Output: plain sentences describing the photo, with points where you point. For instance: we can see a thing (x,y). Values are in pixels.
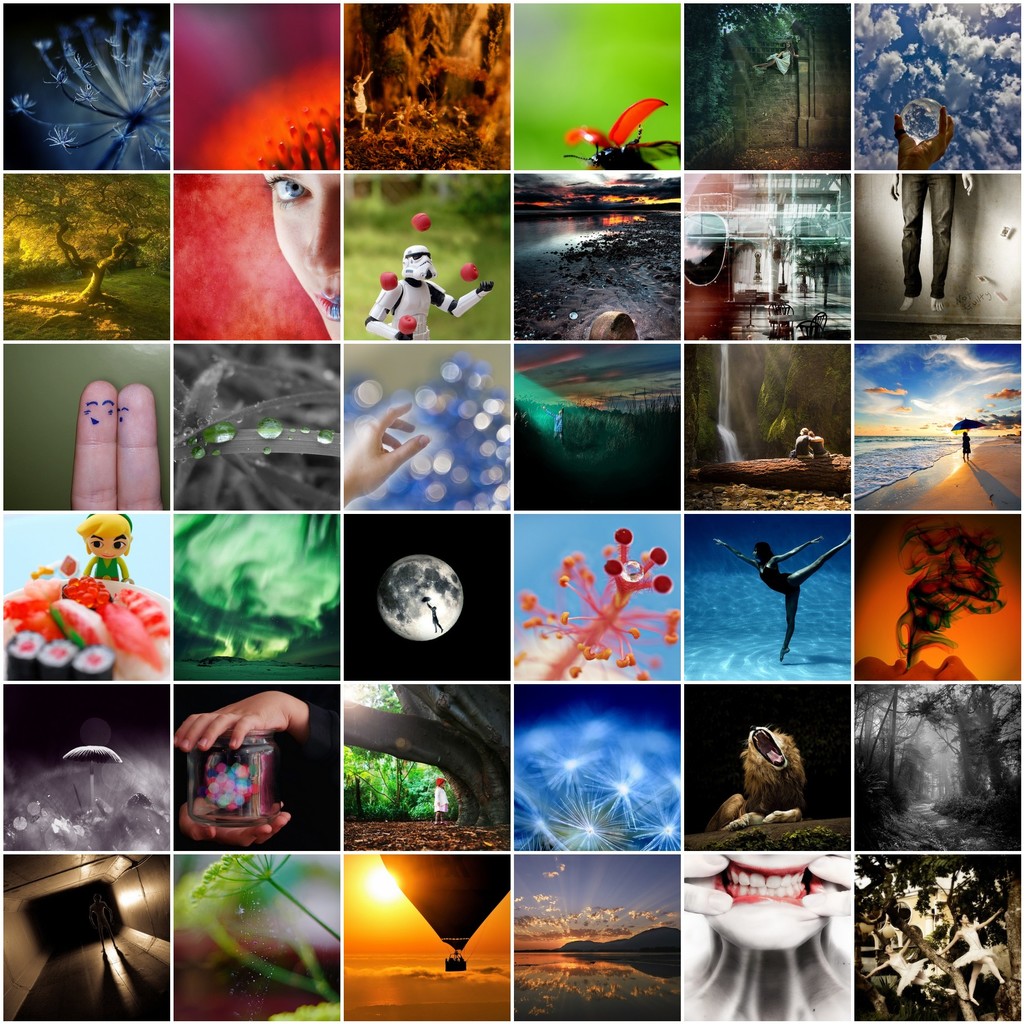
This is an image with collage. In this image we can see different types of pictures such as the hand (240,730) of a person (255,727) holding a jar (248,808), a hot balloon (430,907) and the sun (383,866), the face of a person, some trees (49,265), a person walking beside a water body (859,476), the stem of a plant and the sky (856,106).
